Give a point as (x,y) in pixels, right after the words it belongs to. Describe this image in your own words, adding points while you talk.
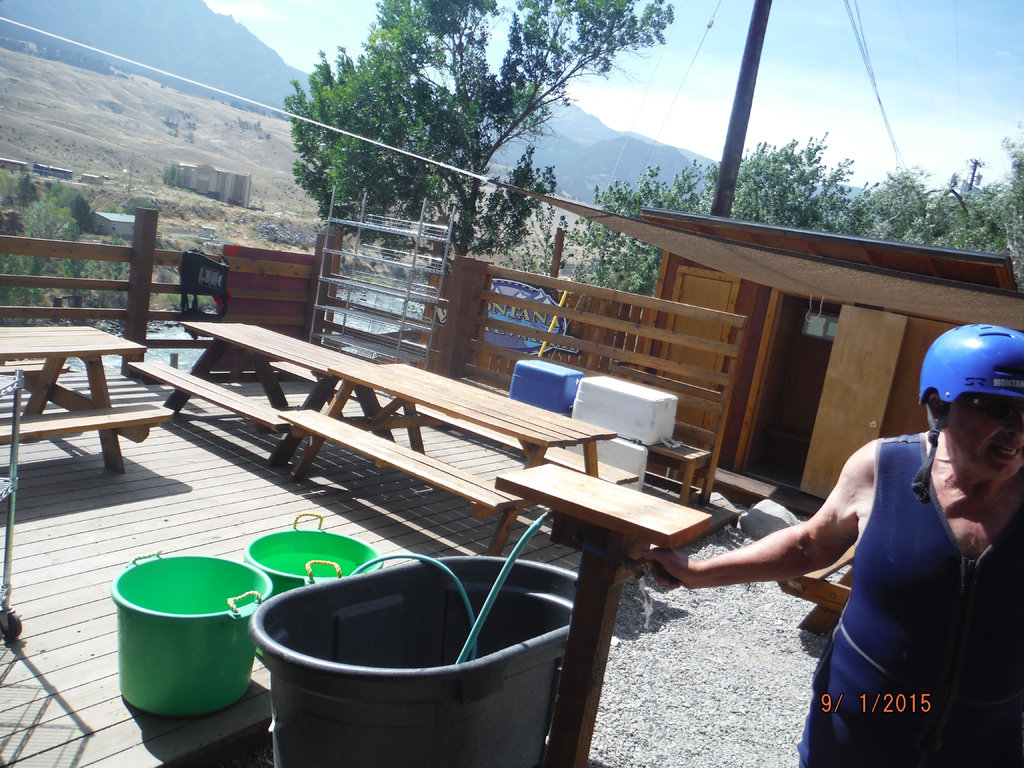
A woman (943,525) is standing wearing a blue color helmet (934,387). There is stool like wooden thing (594,500) behind her. A pipe (516,552) is running through a tub (466,633) and other two containers (308,573) beside it. There are three benches (162,377) beside. There are some racks (339,255) and containers (572,371) behind her. There are some trees (316,105), barren land (267,176) and hill (262,190) in the background (254,191).
